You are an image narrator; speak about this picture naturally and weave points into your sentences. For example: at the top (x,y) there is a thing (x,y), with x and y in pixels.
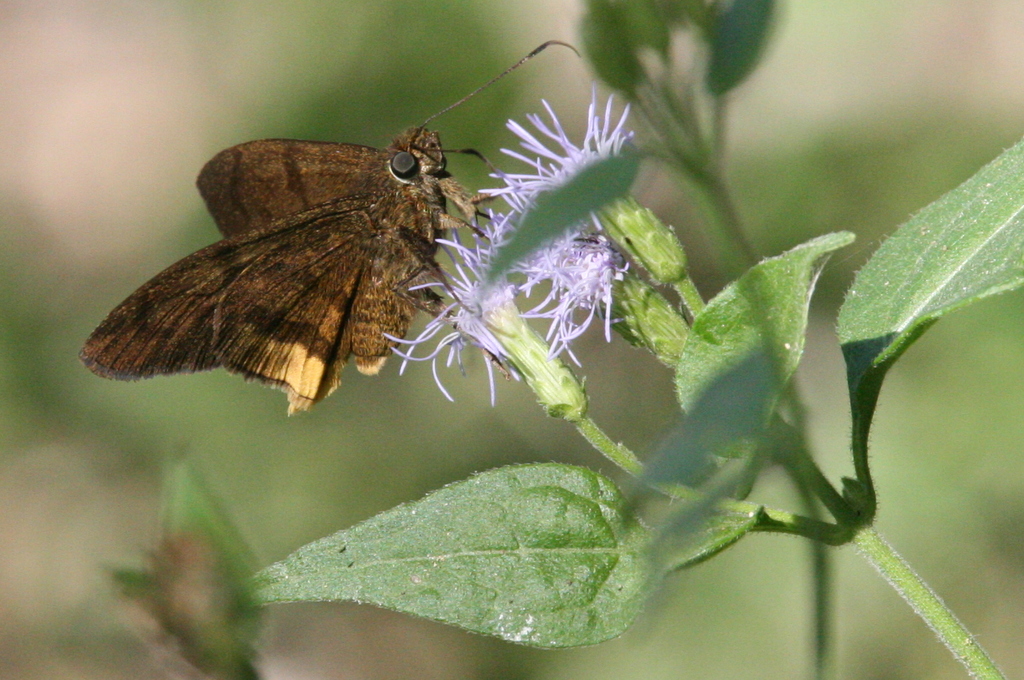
In the center of the image (359,237) there is a butterfly (318,235) on the plant (717,325).
